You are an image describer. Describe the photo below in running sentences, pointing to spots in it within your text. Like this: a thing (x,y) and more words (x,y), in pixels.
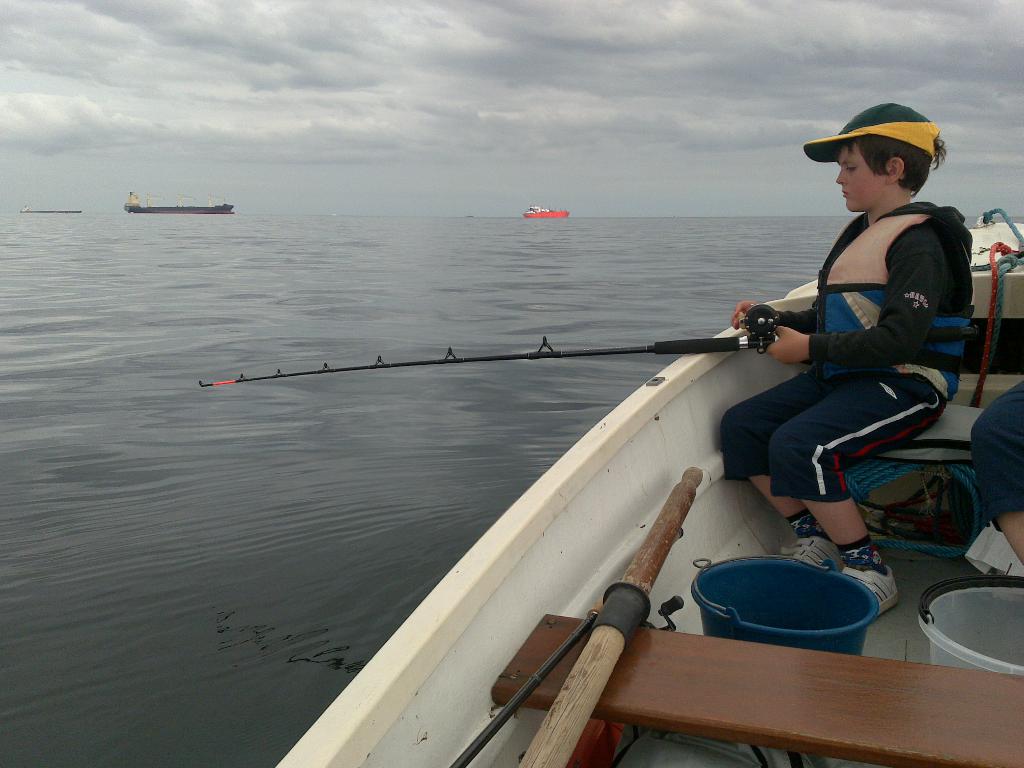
In this image I can see a boy (868,227) visible on the boat (910,557) on the right side (879,562) and in the boat (467,576) I can see buckets (1013,587) and sticks (565,701) visible and boy (822,337) holding a fish catcher stick (504,359) and in the middle (440,314) I can see the ocean (501,240) and I can see boats (543,209) in the ocean (491,227), at the top (523,69) I can see the sky (523,69) and the sky (467,66) is cloudy.
